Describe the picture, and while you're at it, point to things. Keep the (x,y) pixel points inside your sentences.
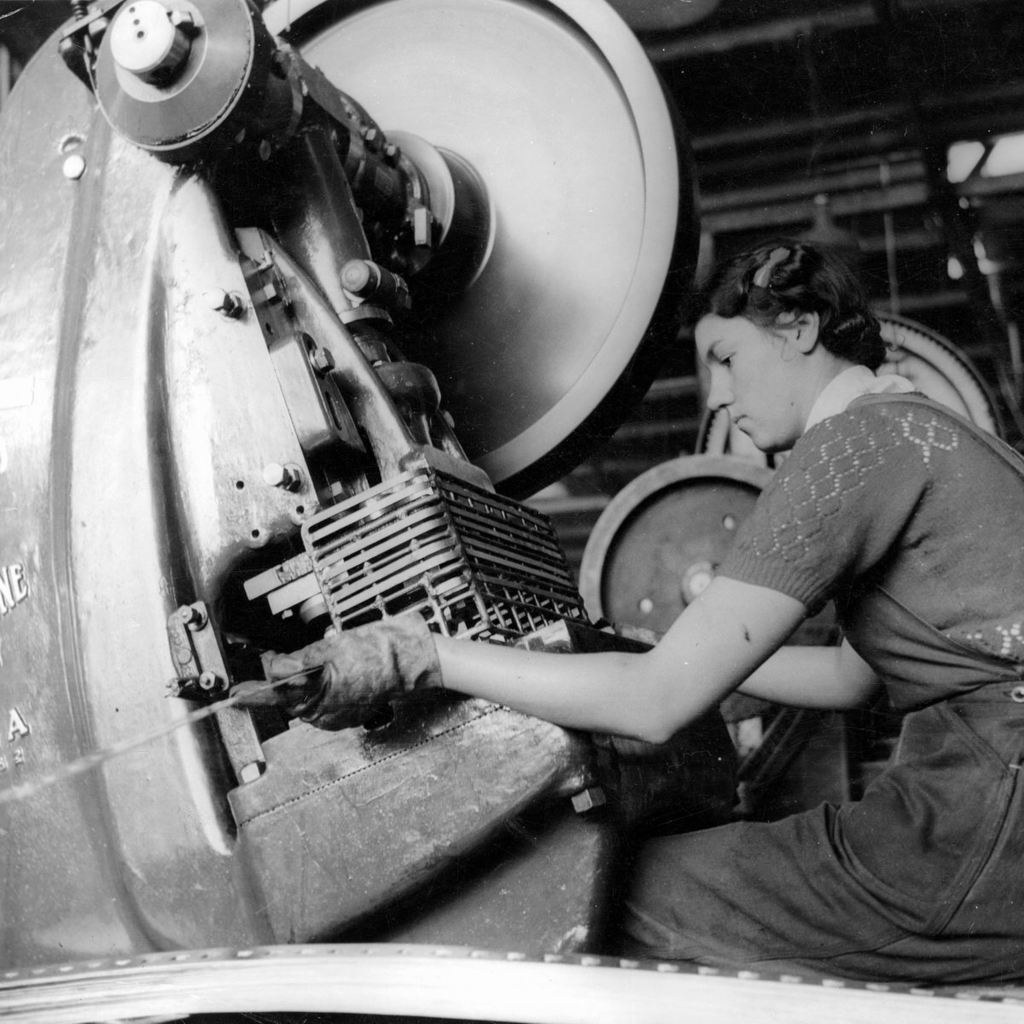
In this image I can see the person (964,664) sitting and I can also see the machine (255,542) and the image is in black and white.
